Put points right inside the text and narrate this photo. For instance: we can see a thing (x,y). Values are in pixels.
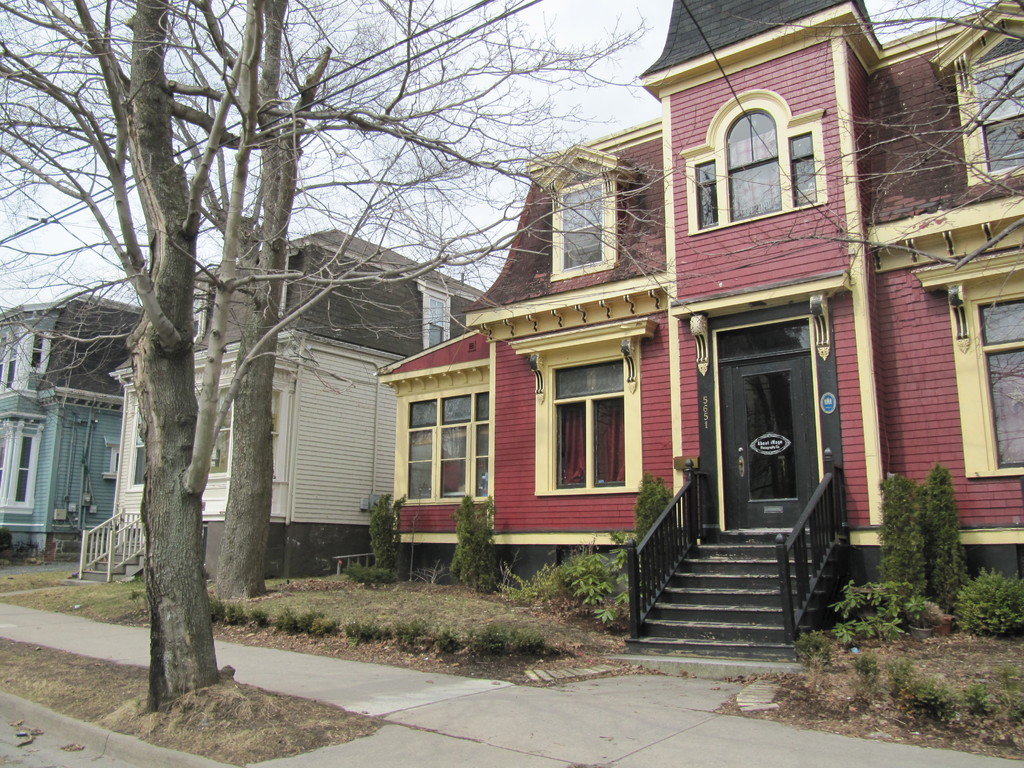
In the picture we can see a path (425,673) to it, we can see a dried tree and beside it, we can see another dried tree (272,159) and near it, we can see some grass plants (317,720) and near it, we can see a house (420,463) with doors (724,443), windows (736,346), steps (751,624) and railing (804,554) to it and besides also we can see some houses (339,365) and in the background (370,156) we can see some wires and sky (633,52).
